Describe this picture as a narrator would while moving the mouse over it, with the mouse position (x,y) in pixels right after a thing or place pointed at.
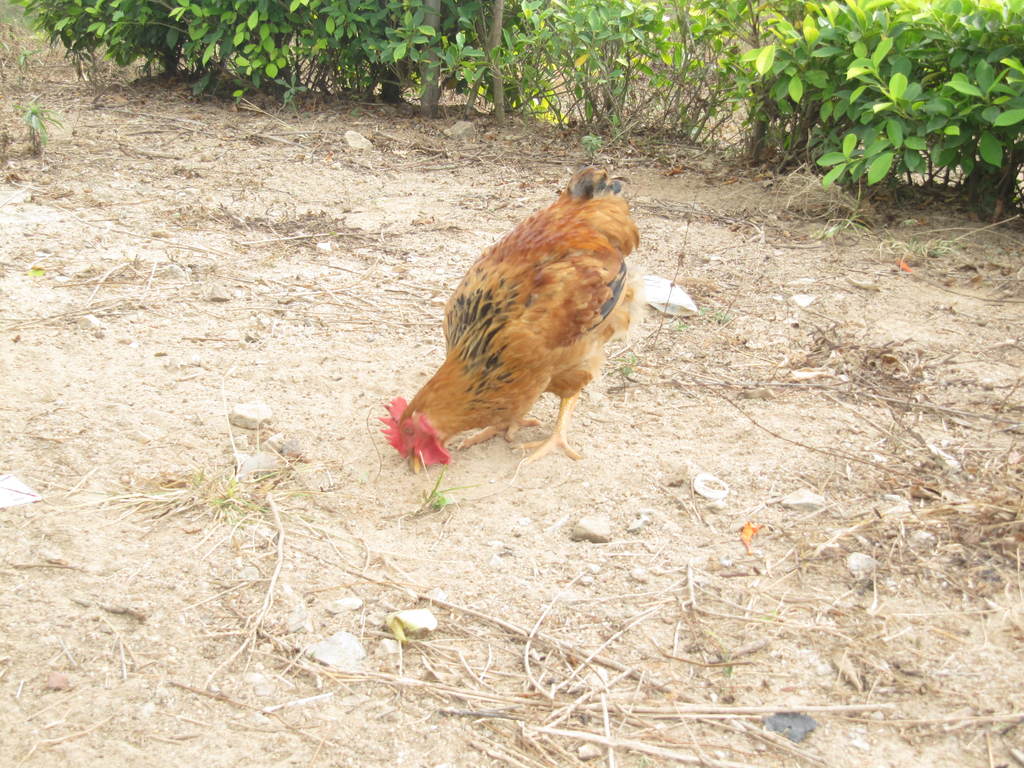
In this picture I can see there is a rooster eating insects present on the floor (670,434) and in the backdrop (761,157) there are plants (79,54) and there are stones (586,526) and twigs (265,600) on the floor (150,481).
